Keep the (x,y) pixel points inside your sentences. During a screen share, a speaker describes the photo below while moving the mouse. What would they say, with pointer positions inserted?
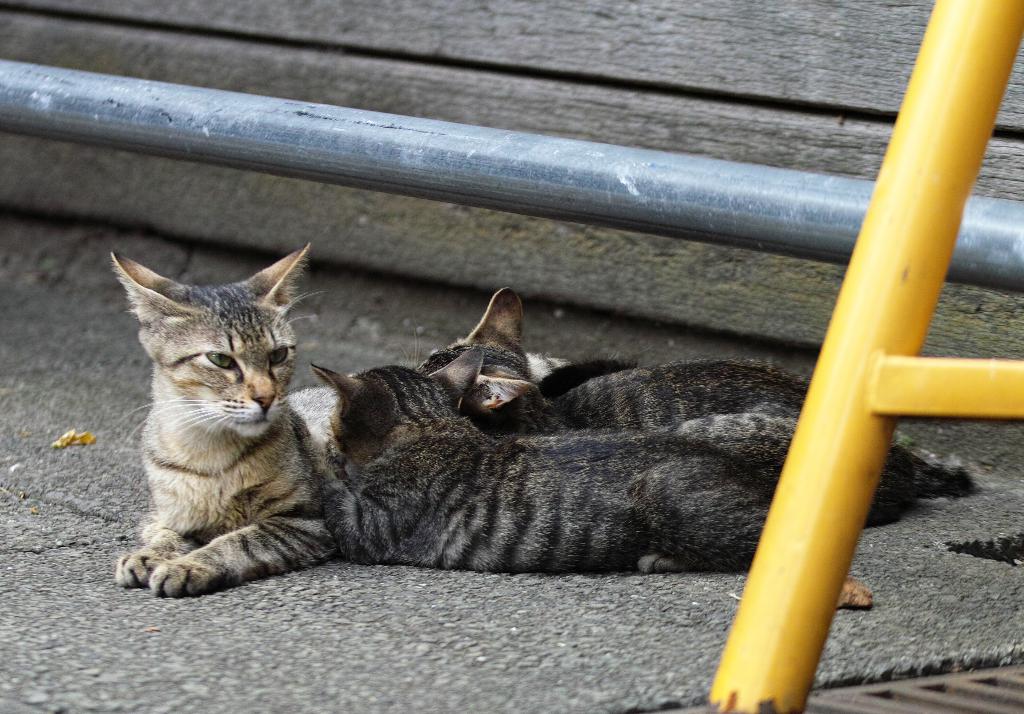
In this image, we can see some cats (486,475) and there are some metal pipes (698,232).
